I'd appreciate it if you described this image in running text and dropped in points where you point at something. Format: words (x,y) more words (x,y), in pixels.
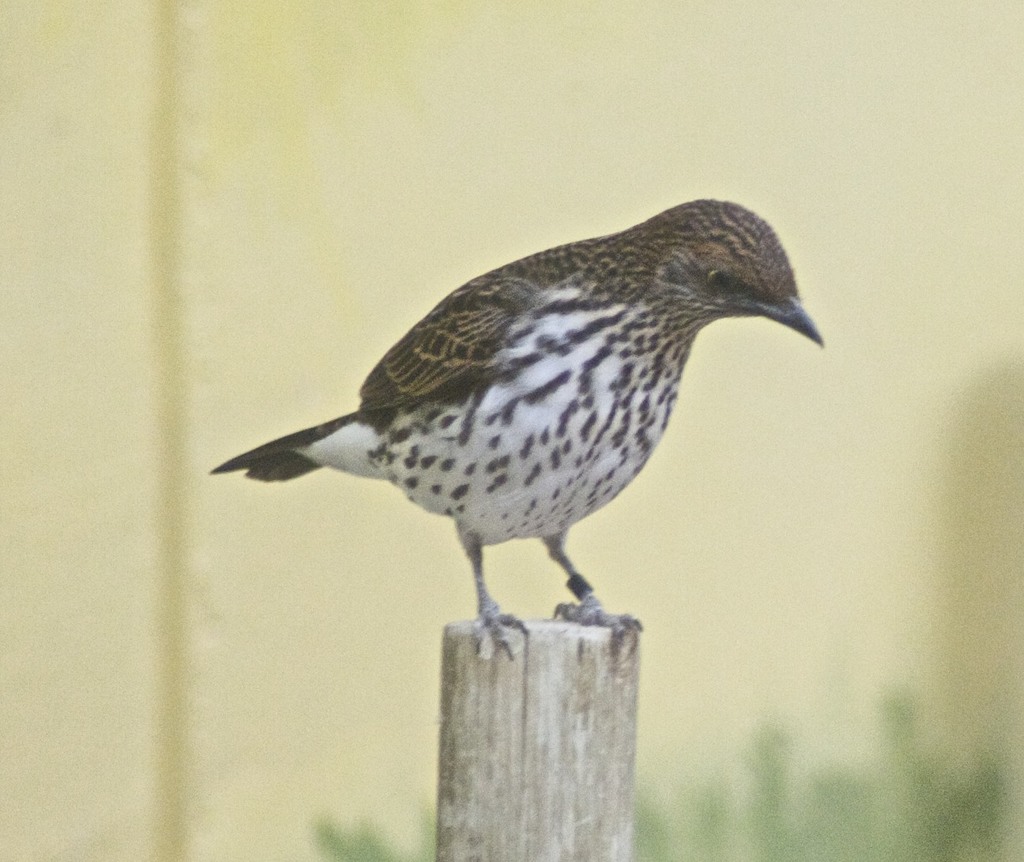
In this image we can see a bird (528,534) is sitting on a wooden pole (533,712).
